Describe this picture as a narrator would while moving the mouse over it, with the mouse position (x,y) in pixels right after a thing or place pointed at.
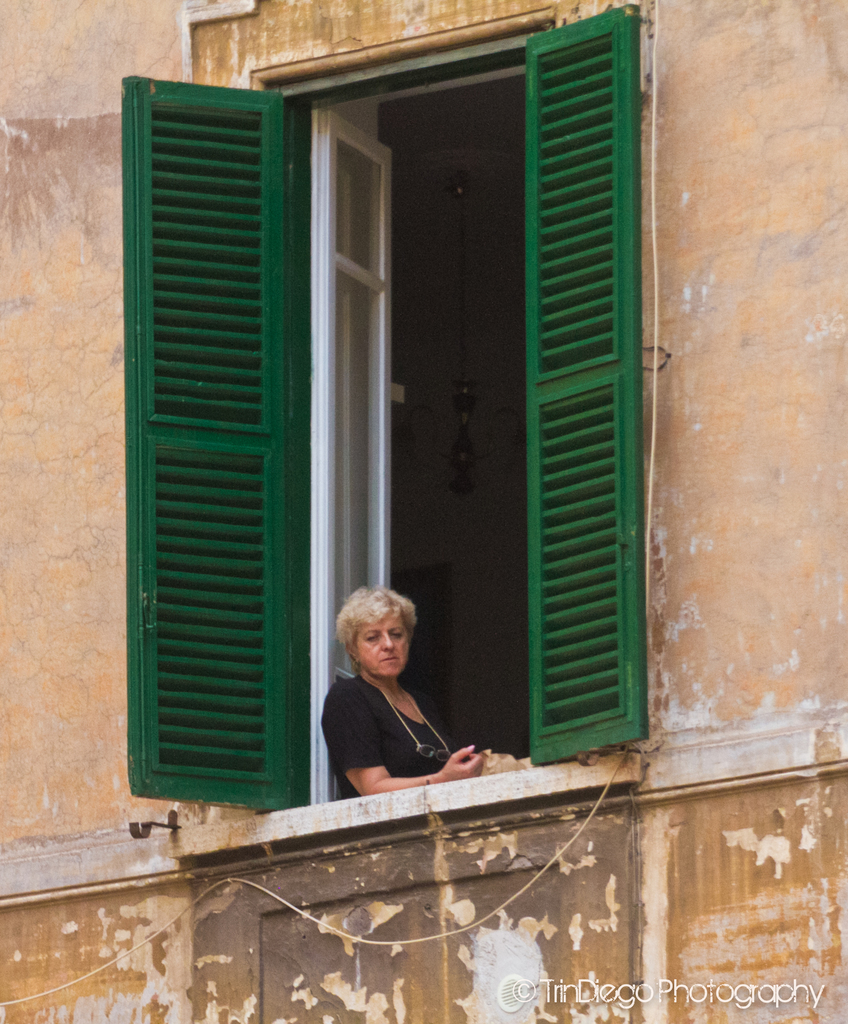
In the image there is a woman (376,688) standing beside the window (341,664) and looking out from the window (451,515).
